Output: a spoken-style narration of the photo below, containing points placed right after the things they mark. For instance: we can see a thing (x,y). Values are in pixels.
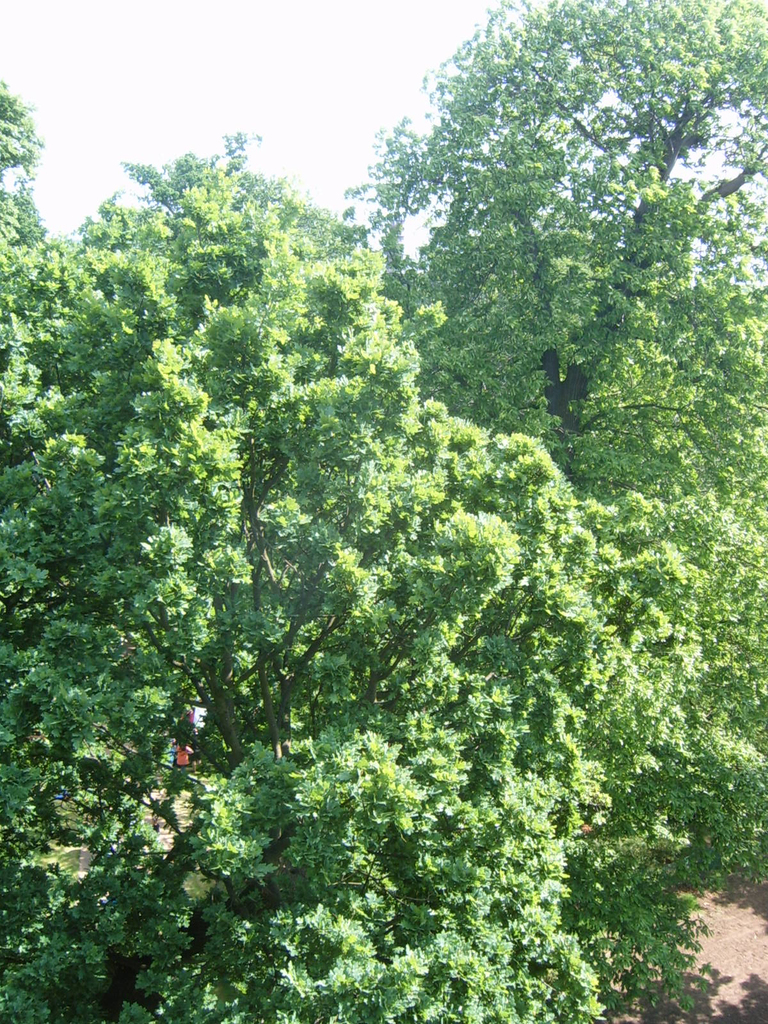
In the lower left of the picture (189,757), we see a person (176,752) wearing an orange T-shirt (180,761) is standing. There are many trees (402,523) beside him. At the top of the picture (279,80), we see the sky (85,159). This picture might be clicked in the garden (353,874).
